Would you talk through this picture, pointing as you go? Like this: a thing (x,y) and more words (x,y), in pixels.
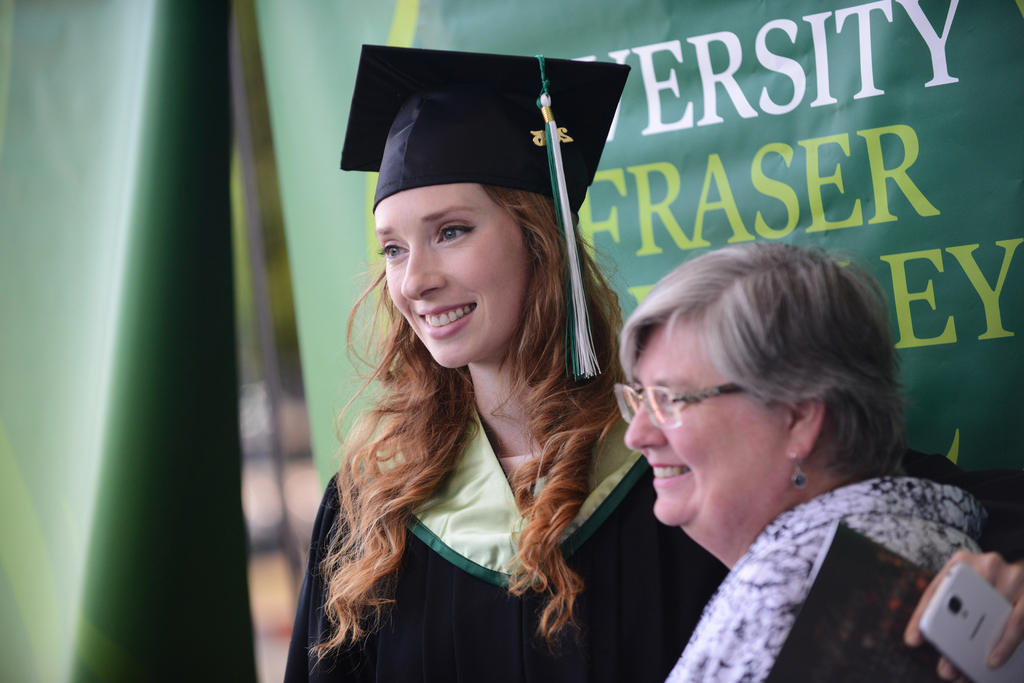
There are two women (599,479) standing and smiling. At background (646,187) I can see a green colored banner (880,187) with some letters (869,153) written on it.
